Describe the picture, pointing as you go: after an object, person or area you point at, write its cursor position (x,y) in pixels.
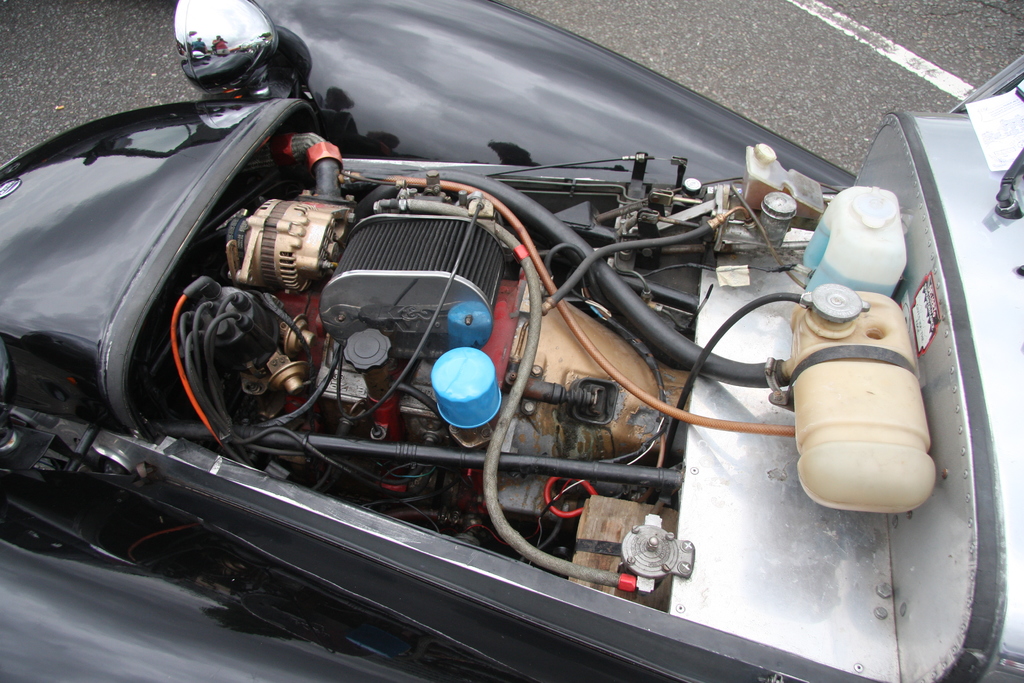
In this picture we can see a vehicle (228,588) on the road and on the vehicle (471,239) there are some machines (471,239) and cables (515,243).
